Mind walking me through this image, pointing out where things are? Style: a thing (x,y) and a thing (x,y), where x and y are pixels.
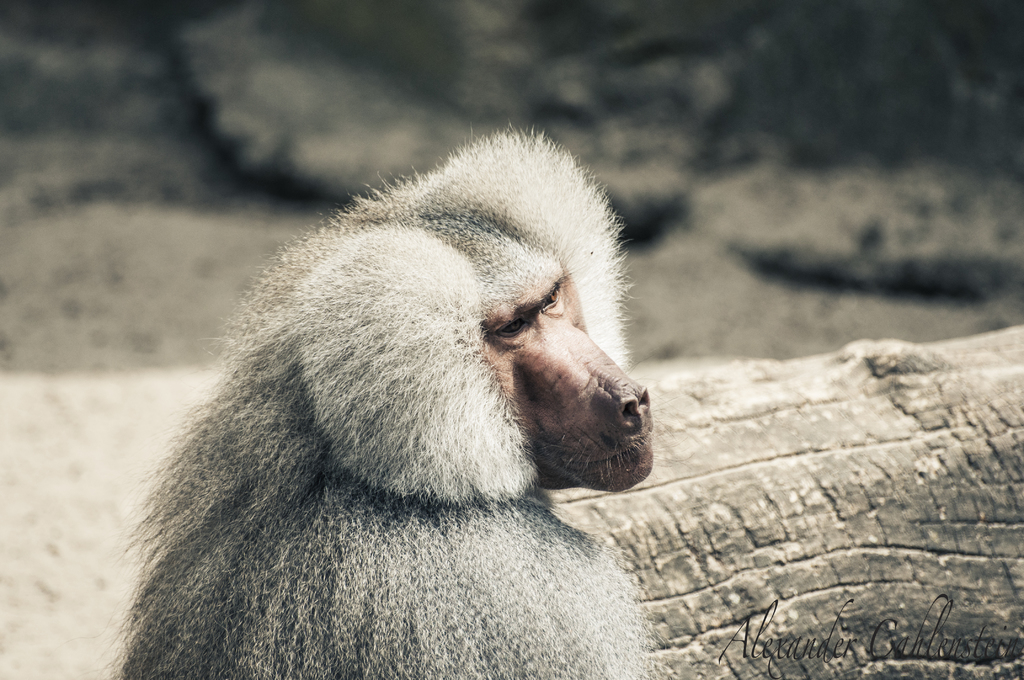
In the center of the image (567,289), we can see an animal (314,356) and there is a log (819,424). In the background (472,68), there are rocks (782,152) and at the bottom (948,638), there is some text (854,626).
